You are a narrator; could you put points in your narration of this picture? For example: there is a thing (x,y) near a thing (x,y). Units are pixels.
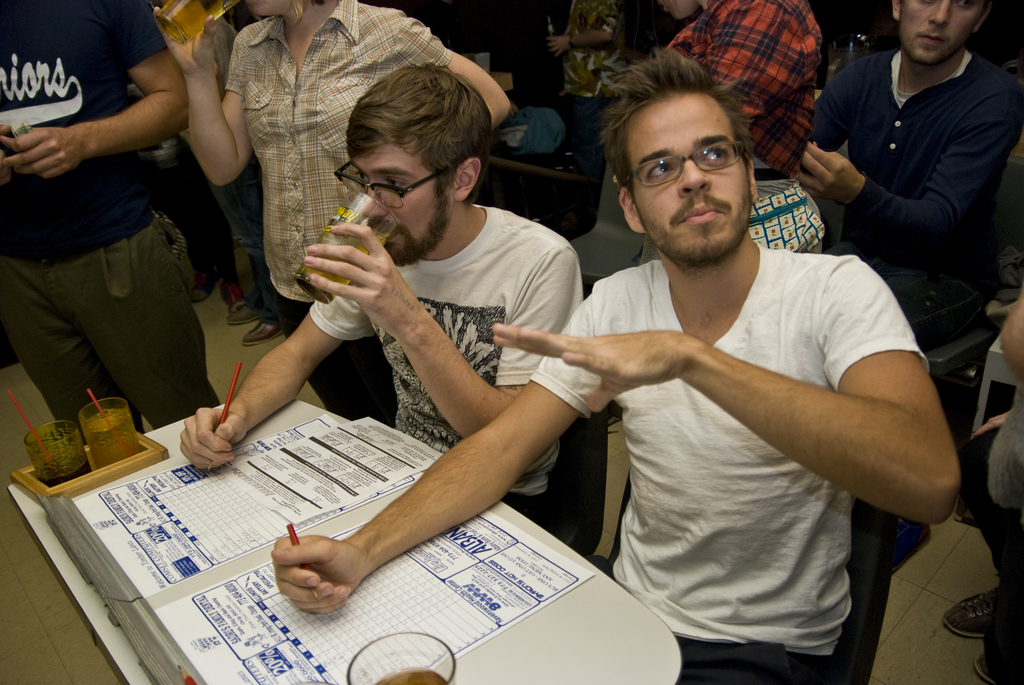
In the image in the center (595,307), we can see two persons (530,399) are sitting and holding pencils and the left side person (472,384) is holding a glass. In front of them, there is a table (477,651). On the table (476,665), we can see glasses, papers (441,613), box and pencil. In the background (59,119) we can see a few people (693,40) are standing and holding some objects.
